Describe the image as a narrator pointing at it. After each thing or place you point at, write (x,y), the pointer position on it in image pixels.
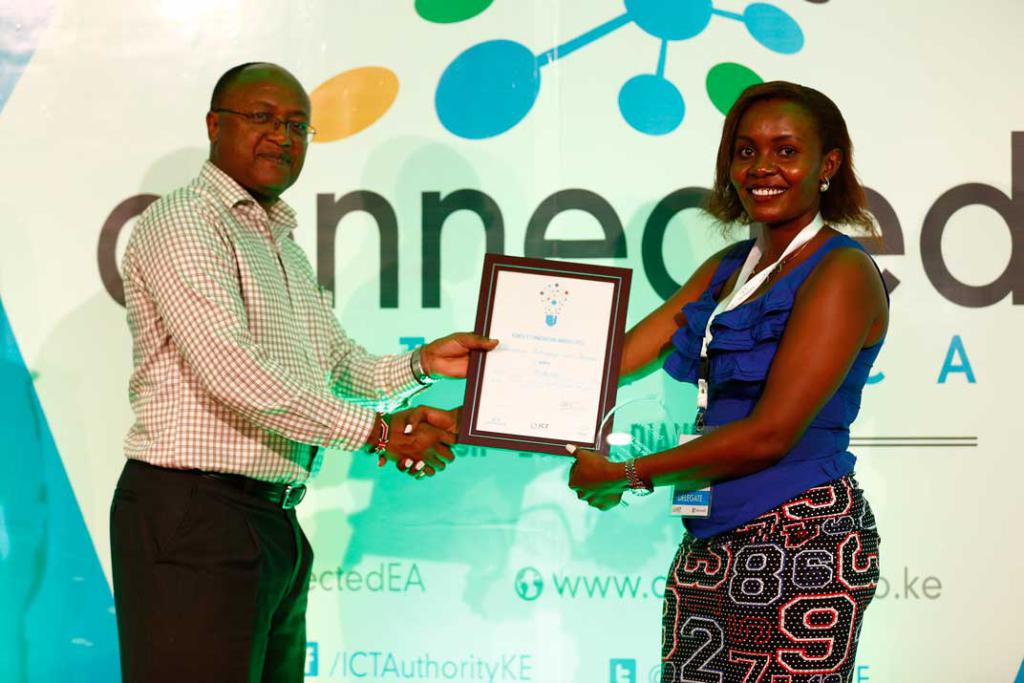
In this image in front (425,446) there are two people (407,448) shaking their hands (406,421) and there are holding a photo frame (541,404). Behind them there is a banner (374,116).
